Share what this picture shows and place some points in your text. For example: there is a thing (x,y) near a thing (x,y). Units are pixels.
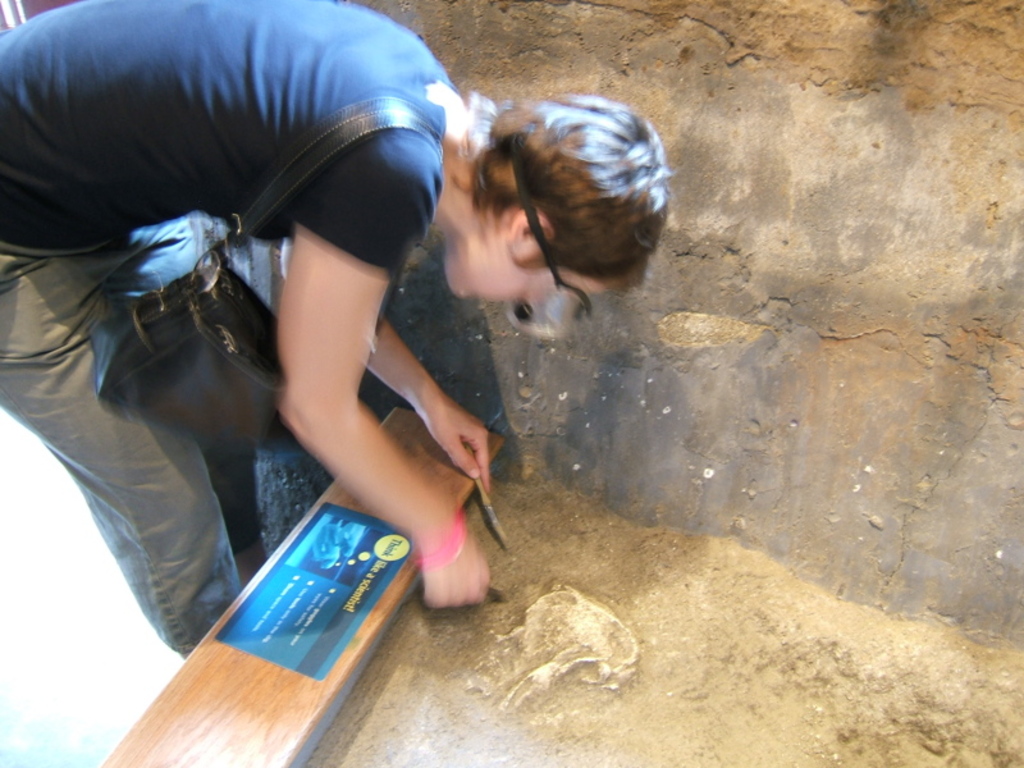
In this picture there is a woman (261,149) wearing blue color T shirt (184,140) and a black color hand bag (216,344) on the shoulder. In front of her there is a wooden plank (232,708). We can observe bones (549,672) here. In the background (822,433) there is a wall (656,340).
